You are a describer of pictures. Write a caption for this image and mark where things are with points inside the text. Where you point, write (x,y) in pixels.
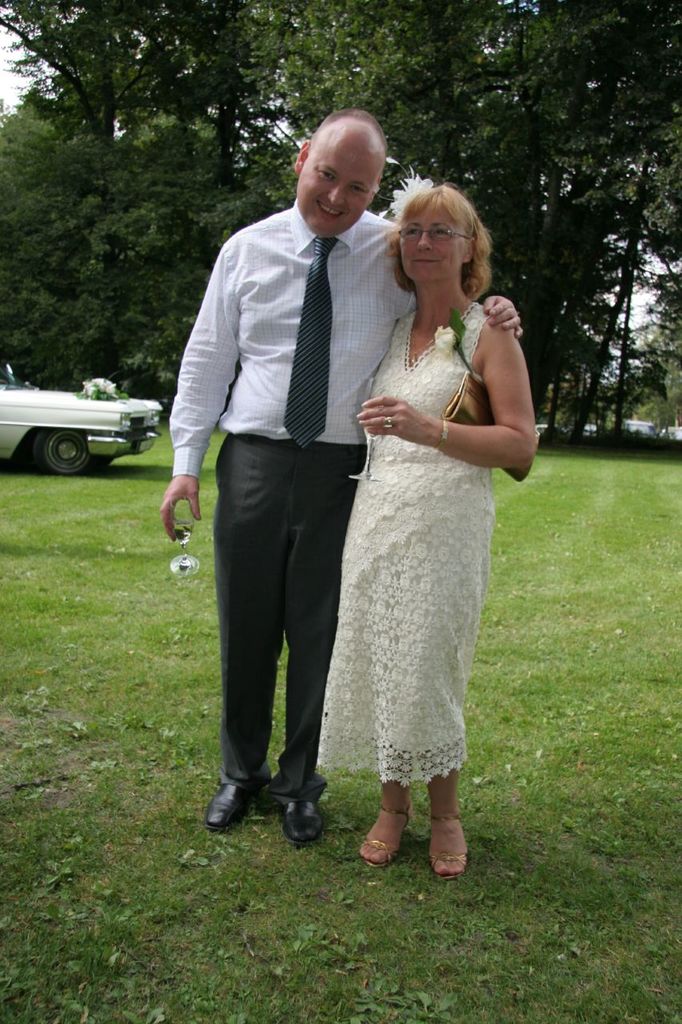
There is a man (296,479) and woman (359,421) standing. Both are holding glass (369,438). And the lady (406,466) is holding a purse (465,406) and wearing a specs (442,235). On the ground (128,670) there are grass (545,649). In the background (337,107) there are trees (187,131). On the left side (102,433) there is a car (102,430) with a bouquet (94,382) on it.
